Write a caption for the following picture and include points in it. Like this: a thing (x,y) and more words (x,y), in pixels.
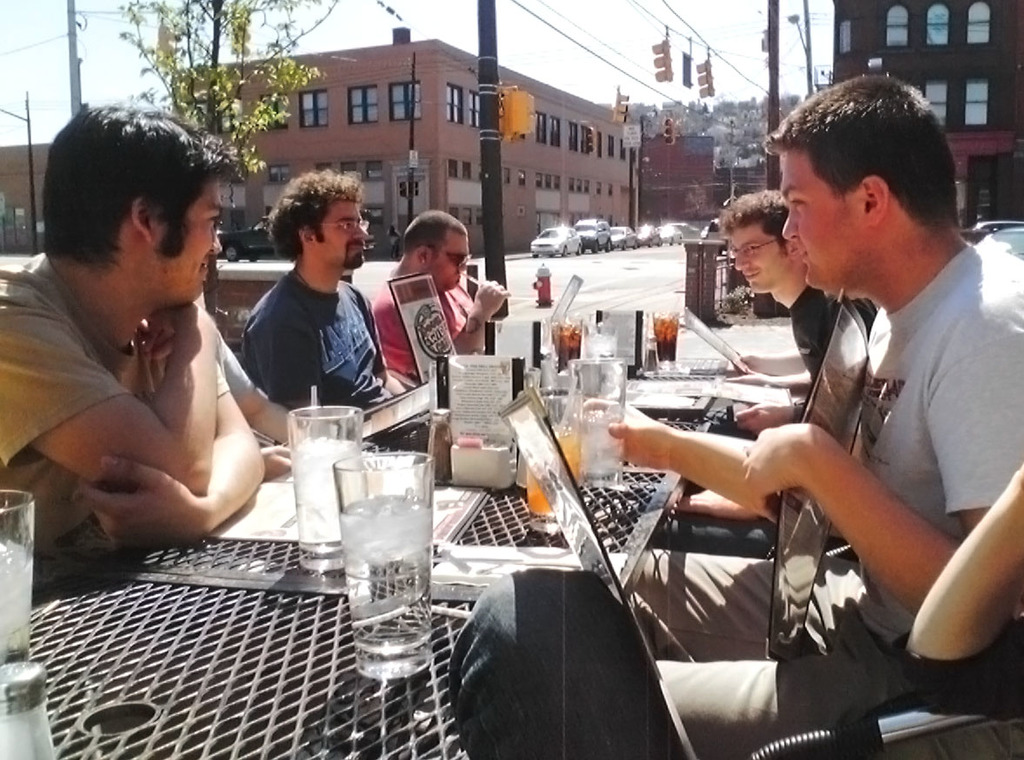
In this image I can see five person (664,470) sitting on the chair (839,729). On the table (293,618) there is a glass (393,582), stand (489,416). At the back side (394,148) there is a building (531,204) and cars (602,239).
